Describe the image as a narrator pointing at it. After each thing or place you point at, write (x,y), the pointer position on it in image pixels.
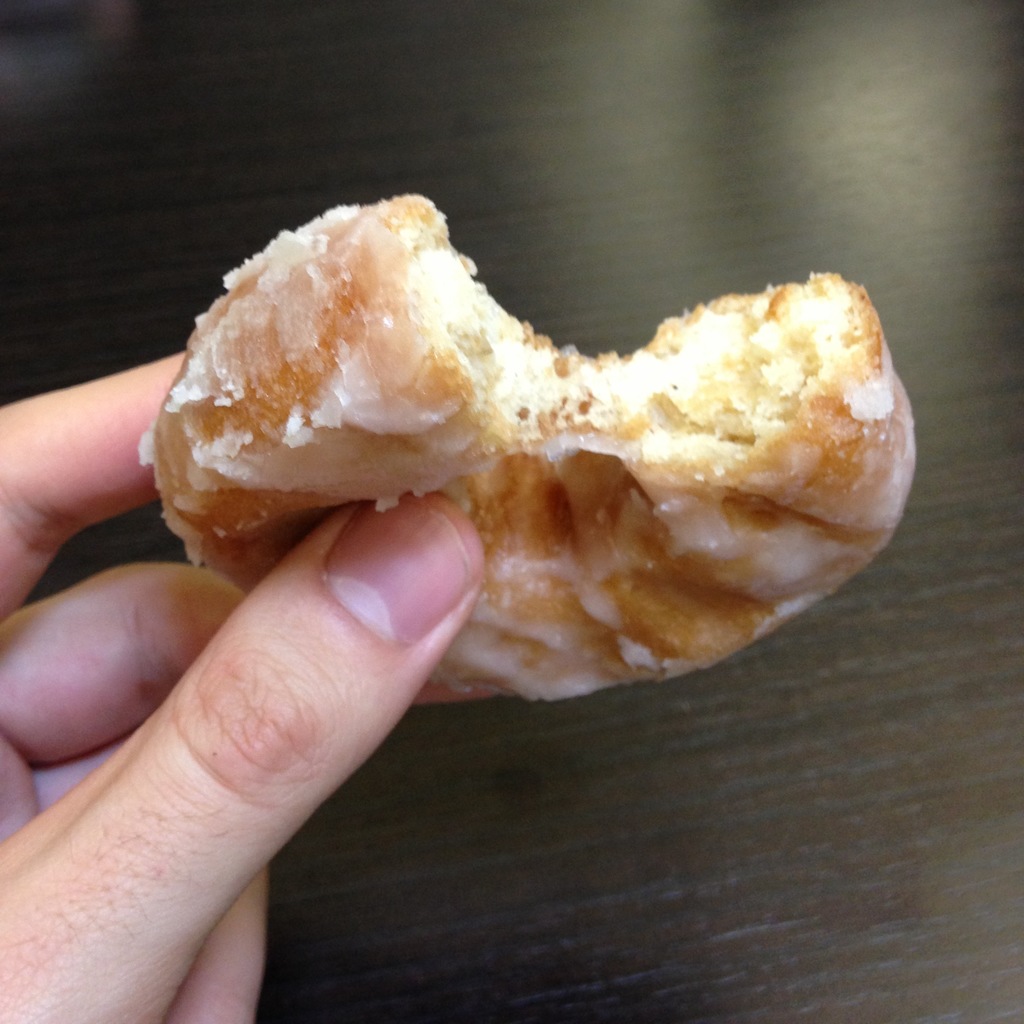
In this image I can see a person (438,542) is holding a food (415,386). Food (298,398) is in brown and white color. Back I can see a black background (248,94).
